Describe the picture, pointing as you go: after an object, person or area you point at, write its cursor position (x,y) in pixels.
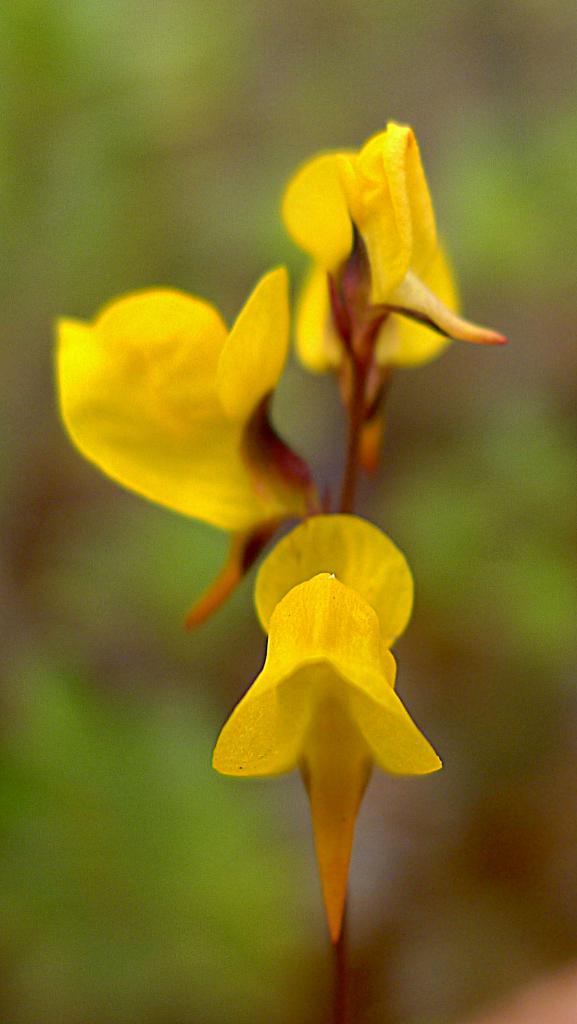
In the picture there are flowers (131,472) present.
